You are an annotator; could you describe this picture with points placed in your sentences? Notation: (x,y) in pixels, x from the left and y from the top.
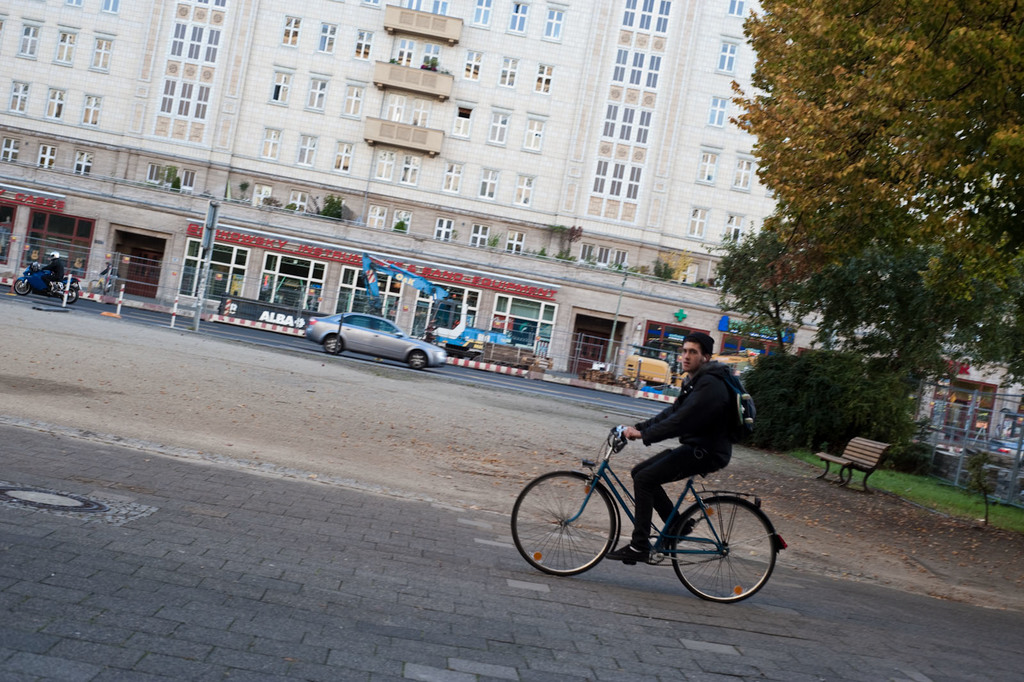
In this picture we can see a man (688,436) is riding a bicycle (682,545) on the road (428,634) in the background (956,183) we can see couple of trees (845,133), buildings (499,187), vehicles (77,291) and bench (847,464).
